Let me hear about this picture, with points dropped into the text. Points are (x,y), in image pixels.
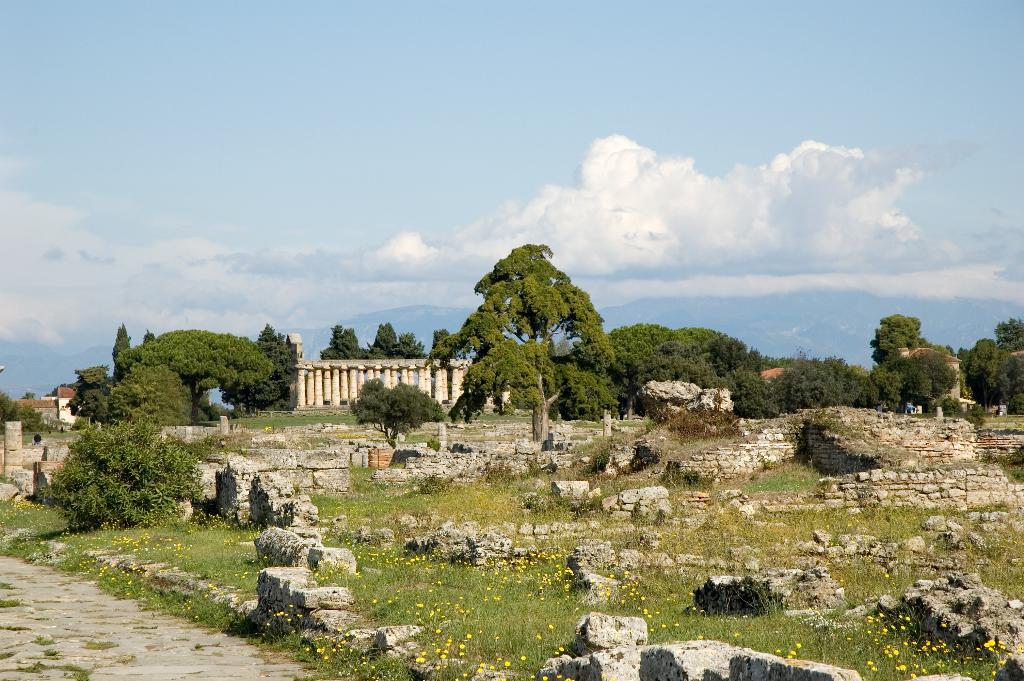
Here in this picture we can see number of rock stone walls (205,482) present on the ground (366,499), which is fully covered with grass (388,519) over there and we can see plants (169,485) and trees (523,364) present all over there and in the far we can see pillars (317,391) present and we can see clouds (417,248) in the sky (659,232).
